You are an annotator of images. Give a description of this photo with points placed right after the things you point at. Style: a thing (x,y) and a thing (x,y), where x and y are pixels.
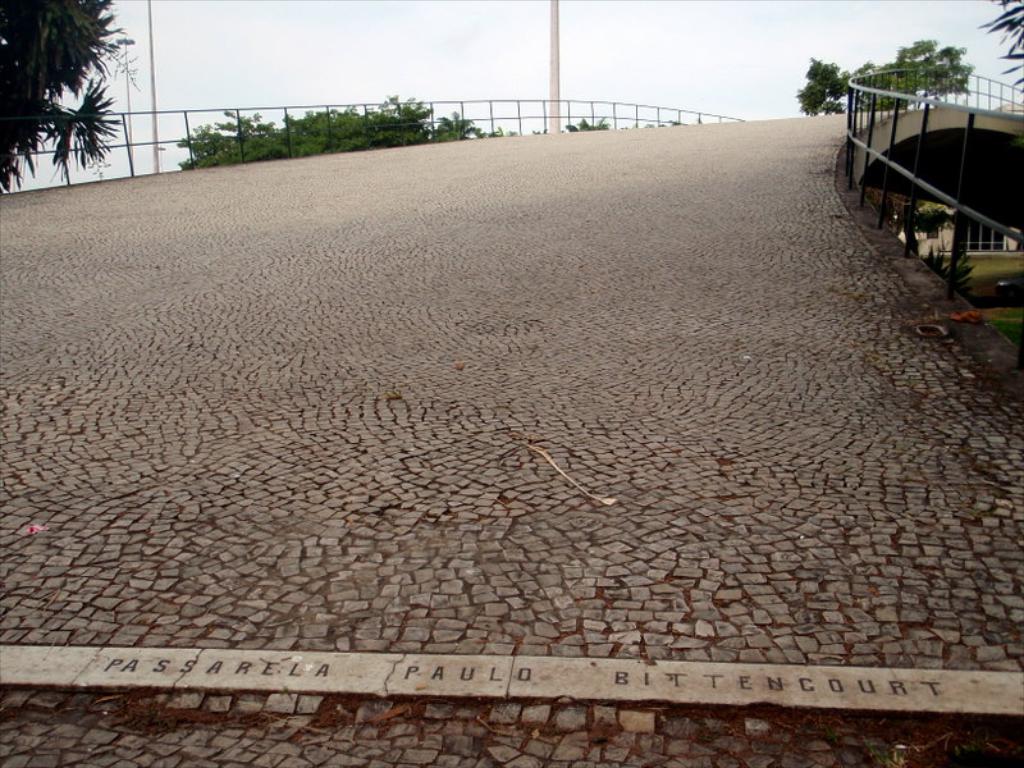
In this image I can see the bridge (655,223). To the side I can see the trees (215,134) and the railing (913,235). In the background (939,239) I can see the house (927,243), poles (552,123) and the sky (416,51).
